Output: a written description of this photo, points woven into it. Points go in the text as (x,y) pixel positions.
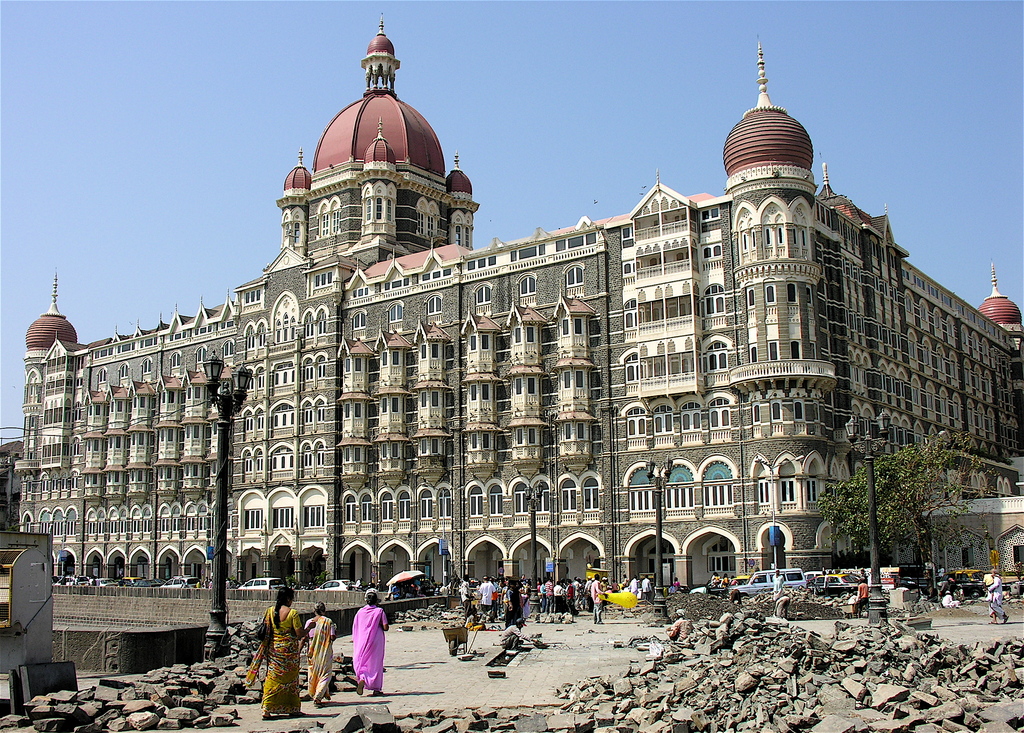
In this image in the center (538,341) there is one palace (454,477), and there are some people (989,582), poles (874,553), street lights (238,388), trees (916,506). At the bottom (488,648) there is walkway (612,663) and some rocks (653,678), and on the left side of the image (41,623) there are some objects (32,585) and wall (127,601) and at the top (203,116) there is sky (282,114).
